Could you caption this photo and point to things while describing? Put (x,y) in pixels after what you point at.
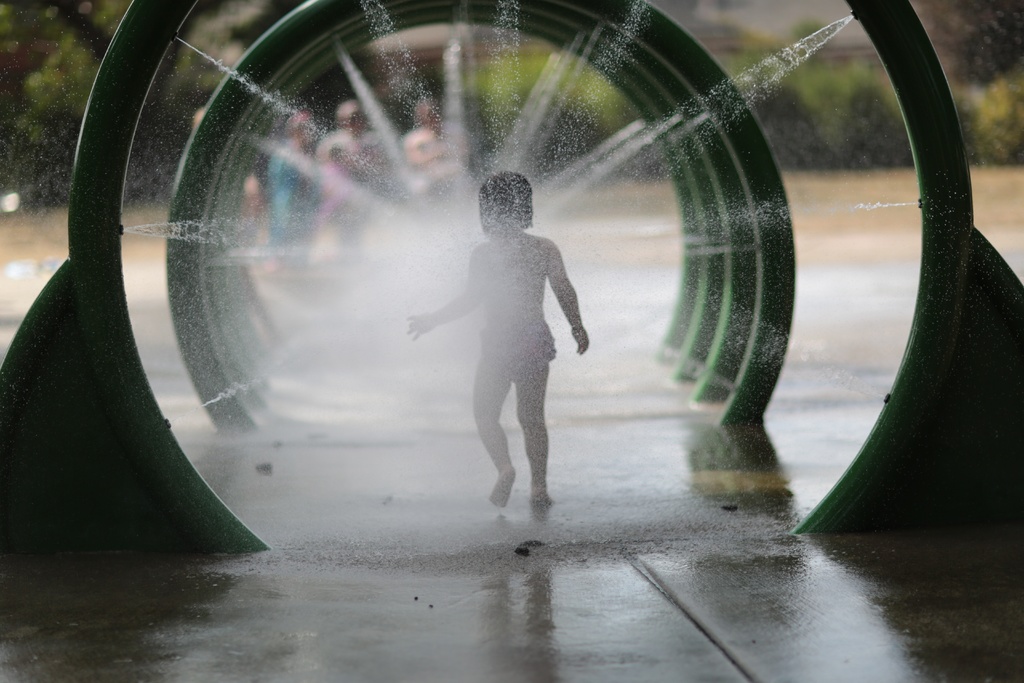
In the middle (495,445) I can see a person (526,407), metal rods (739,210) and water (540,221). In the background (440,182) I can see a group of people (321,213) are standing on the road (812,209), trees (477,70) and the bushes (630,144). This image is taken may be during a day.
